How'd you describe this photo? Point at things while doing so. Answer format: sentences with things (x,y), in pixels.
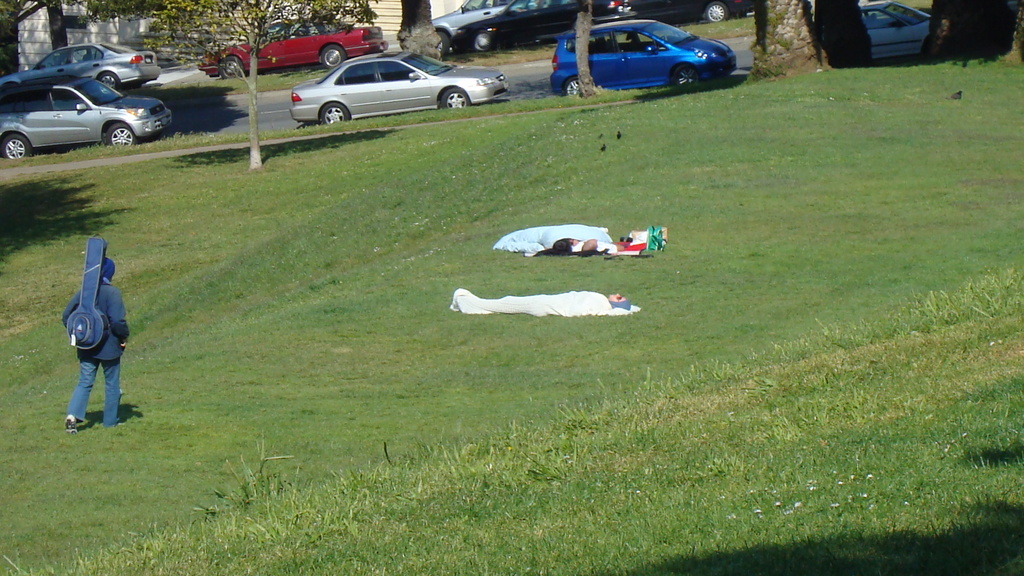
In this image in the front (793,446) there's grass (803,445) on the ground (479,436). In the center (617,298) there are persons (112,335) walking and laying. In the background (301,116) there are trees (814,61), cars (916,44) and there is a wall (142,30).
